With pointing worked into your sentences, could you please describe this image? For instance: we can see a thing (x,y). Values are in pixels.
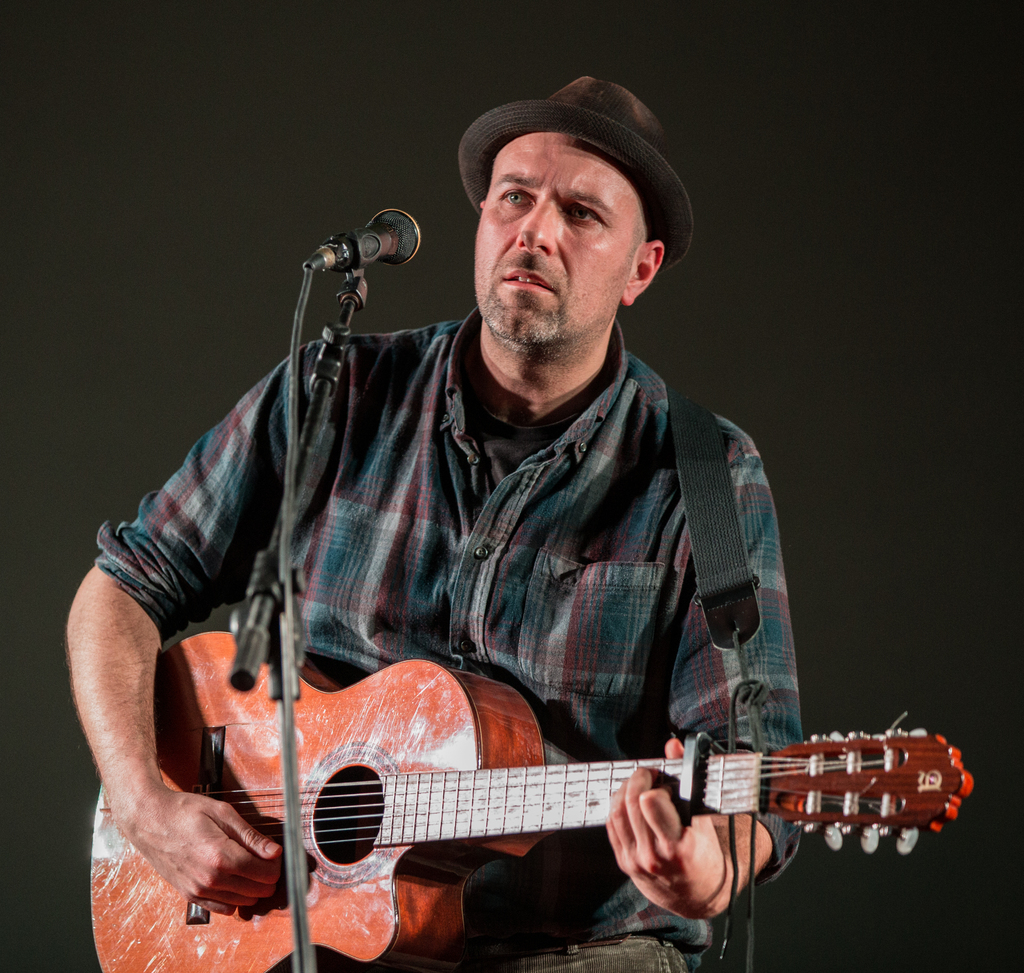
In the image there is a man (579,681) standing and holding a guitar (400,817) and playing it in front of a microphone (397,221).
